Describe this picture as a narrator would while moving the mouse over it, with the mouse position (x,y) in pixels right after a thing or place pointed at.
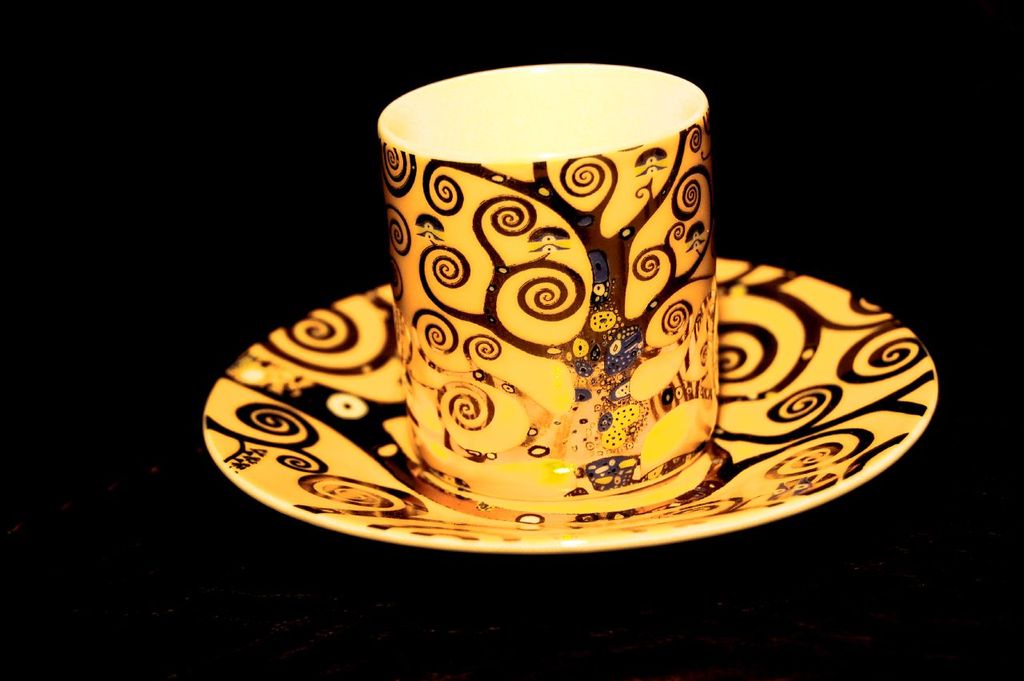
Painting (488,247) is on cup (514,404) and saucer (852,314). Background (893,194) it is in black color.
